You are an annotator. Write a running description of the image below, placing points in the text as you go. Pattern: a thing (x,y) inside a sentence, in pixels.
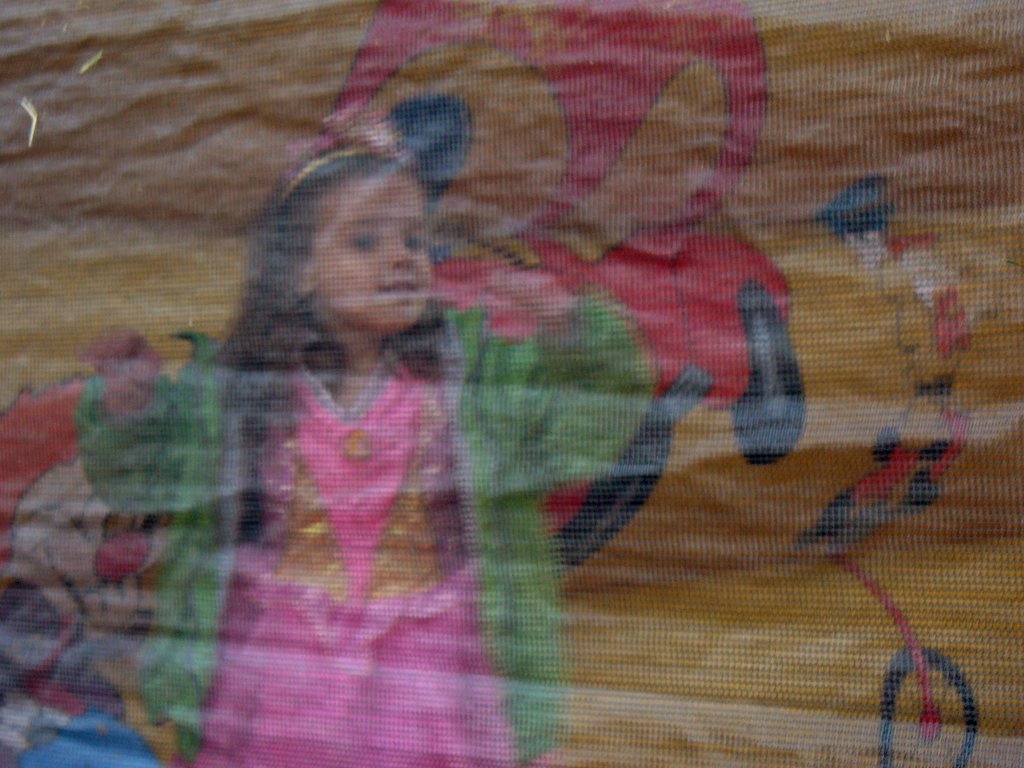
In this image I see a girl (267,246) who is wearing pink, gold and green color dress (317,494) and in the background (751,193) I see the art (789,424).
